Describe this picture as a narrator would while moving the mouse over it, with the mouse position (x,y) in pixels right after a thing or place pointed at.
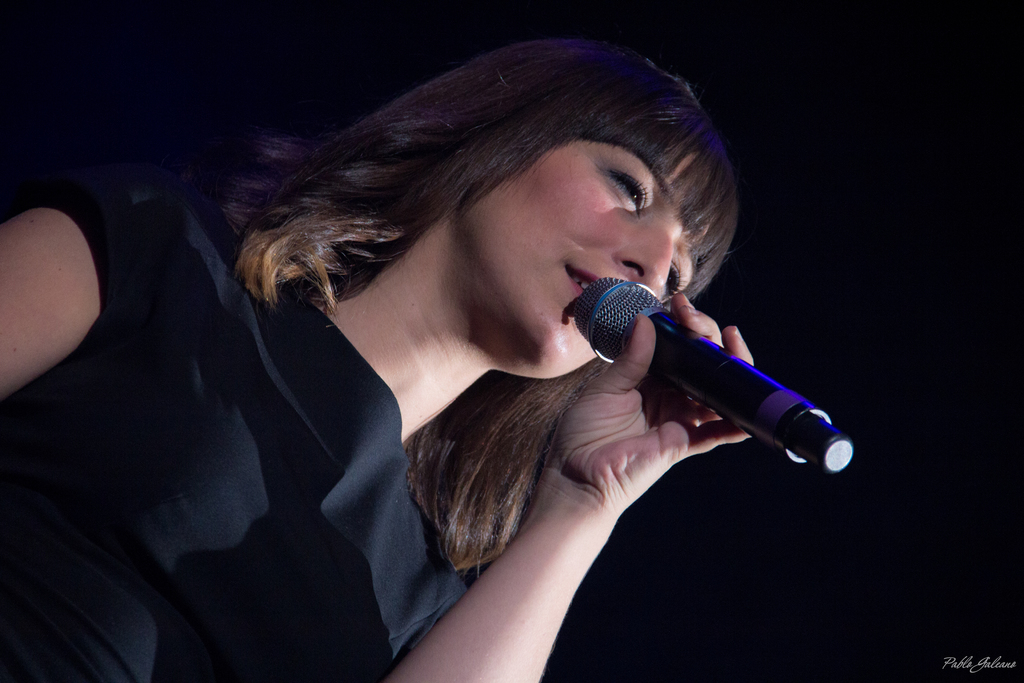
In this image I can see a woman (530,312) is holding a mic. I can also see she is wearing a black top (259,498).
